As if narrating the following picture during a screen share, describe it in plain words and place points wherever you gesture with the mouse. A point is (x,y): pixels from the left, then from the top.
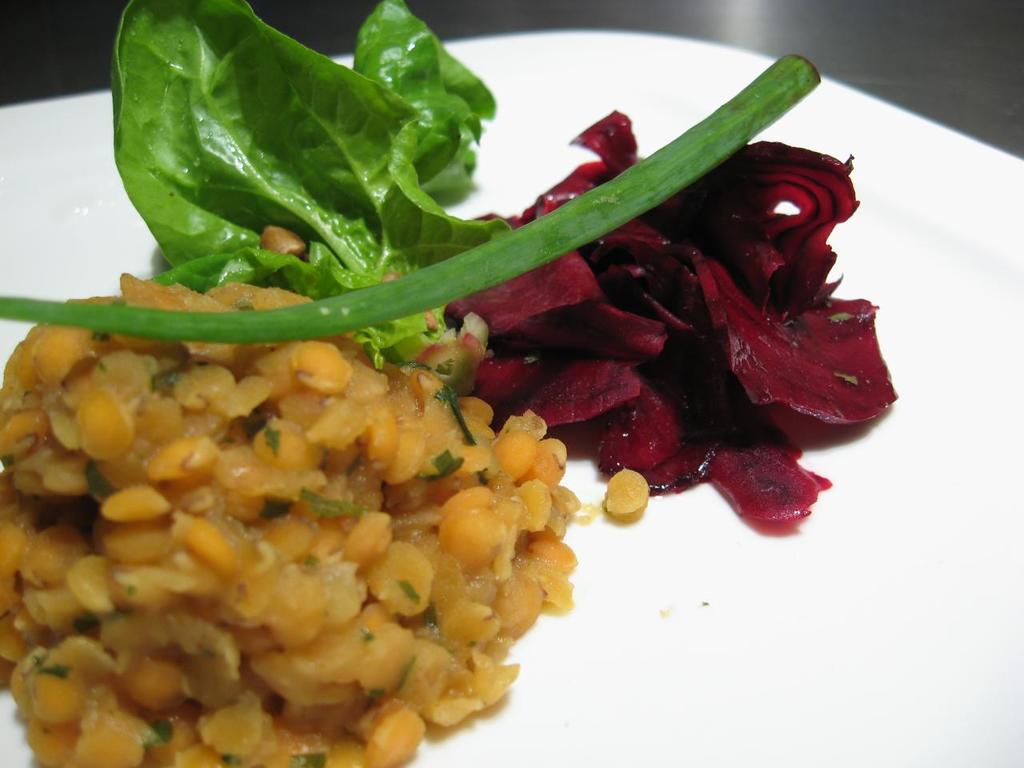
In this image there is a plate (893,601). There is food (371,521) on the plate (845,639). There are green leafy vegetables (343,155) and beetroot (616,344) on the plate (888,616).
